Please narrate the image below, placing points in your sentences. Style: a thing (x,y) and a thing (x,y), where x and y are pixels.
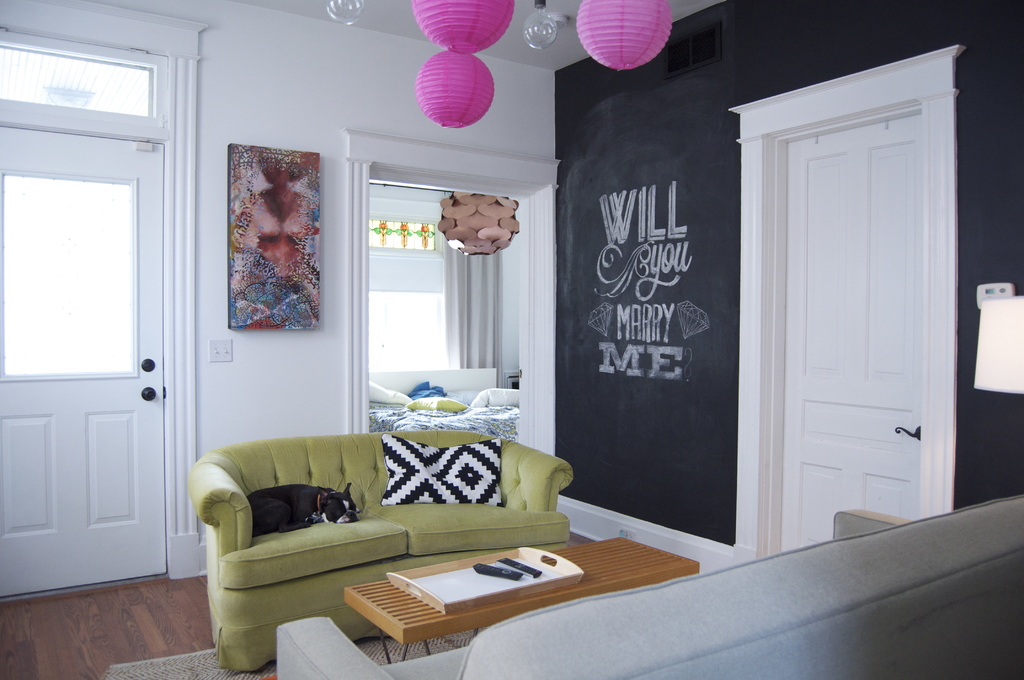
A dog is sitting on a couch (541,518). On a couch (228,535) there is a pillow (430,497). In-front of this couch (552,504) there is a table (650,570), on a table (372,613) there is a tray (493,586) and remote (507,566). Poster (299,275) is on wall (301,101). Lights (640,35) are attached to the roof (512,46). This is door (816,360). This is a room (475,379) with bed (459,389) and pillows (440,399). Floor (203,647) with carpet (186,657). Lantern lamp (996,380).
